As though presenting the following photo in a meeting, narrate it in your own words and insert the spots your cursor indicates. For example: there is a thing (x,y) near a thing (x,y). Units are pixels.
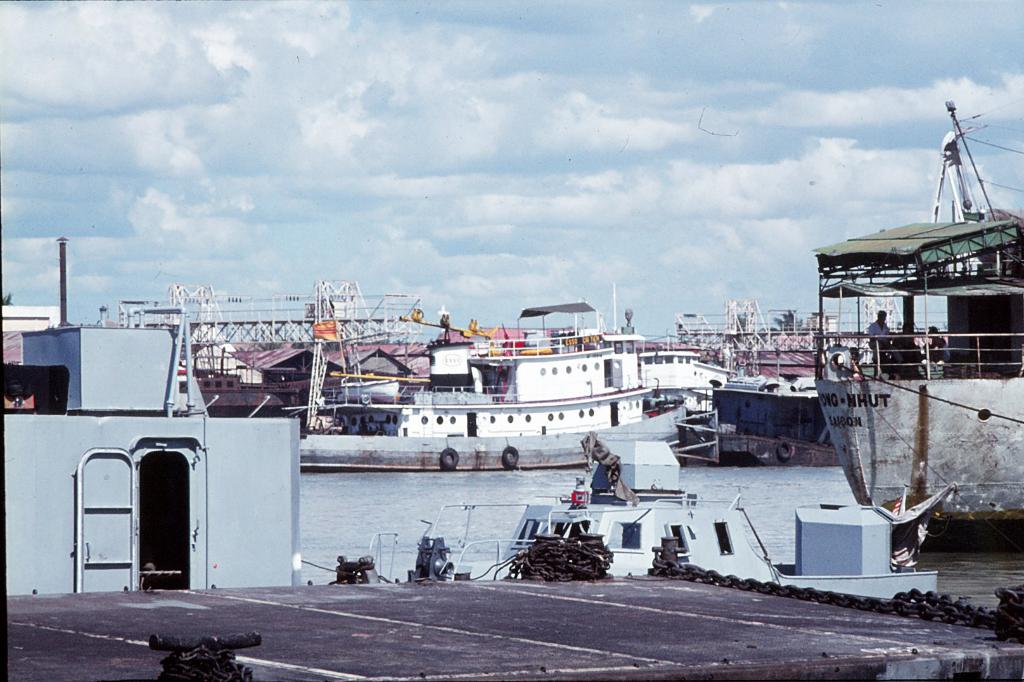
In this image I can see the metal chains (560,581) and many boats (581,458) on the water (505,515). I can see two people (889,350) sitting in one of the boat (868,366). In the background (489,158) I can see the clouds (483,171) and the sky (431,210).
